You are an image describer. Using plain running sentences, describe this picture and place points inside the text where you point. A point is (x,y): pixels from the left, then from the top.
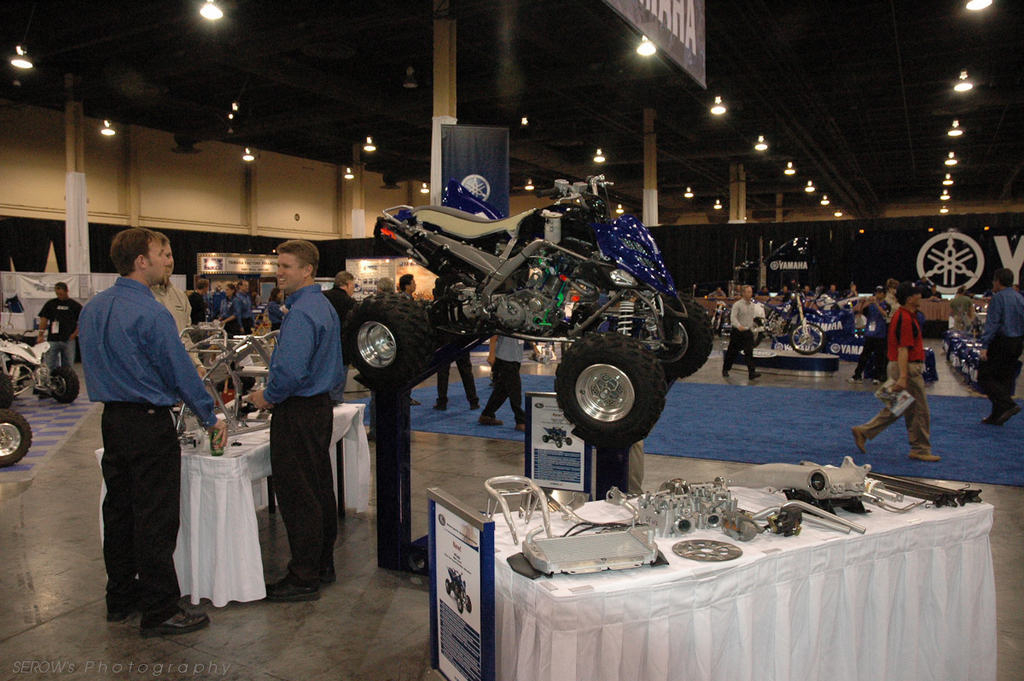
In the middle of the picture (412,338) we can see a vehicle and beside it, we can see two people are standing near the table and on the table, we can see some objects (540,488) and in the background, we can see some people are walking and we can see some vehicles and to the ceiling (227,85) we can see the lights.
